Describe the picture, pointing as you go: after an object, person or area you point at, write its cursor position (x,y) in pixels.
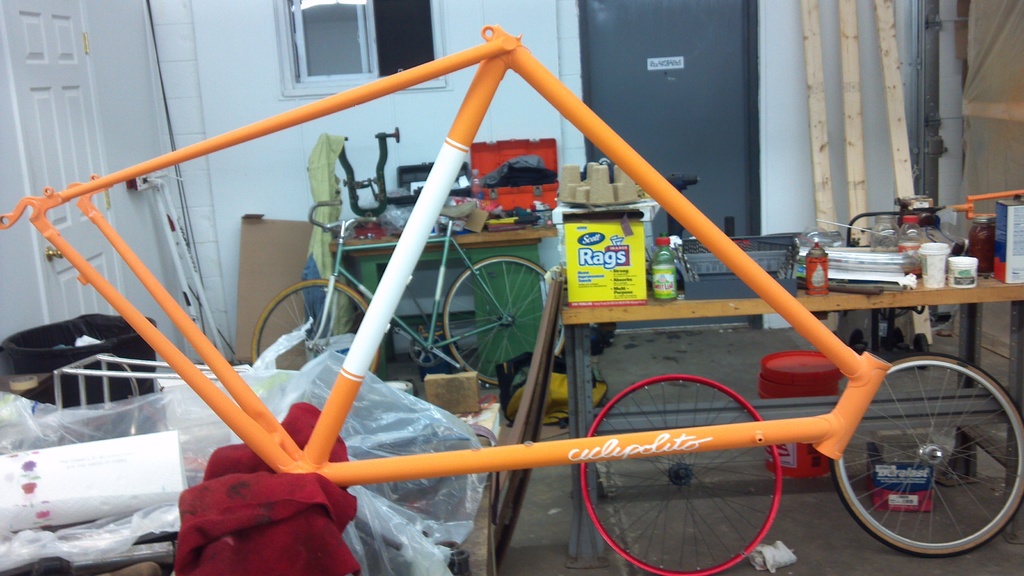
In this picture there is a orange cycle frame (375,471) in the front (590,115). Behind there are two wheels (612,409) and wooden table (611,308) on which yellow box (637,244) and grey color toolbox (707,268) is placed. In the background (715,100) there is a white wall (202,79), window (345,80) and grey color door (691,70). On the left corner (132,51) side there is a white wall (129,35) and door (27,88).
